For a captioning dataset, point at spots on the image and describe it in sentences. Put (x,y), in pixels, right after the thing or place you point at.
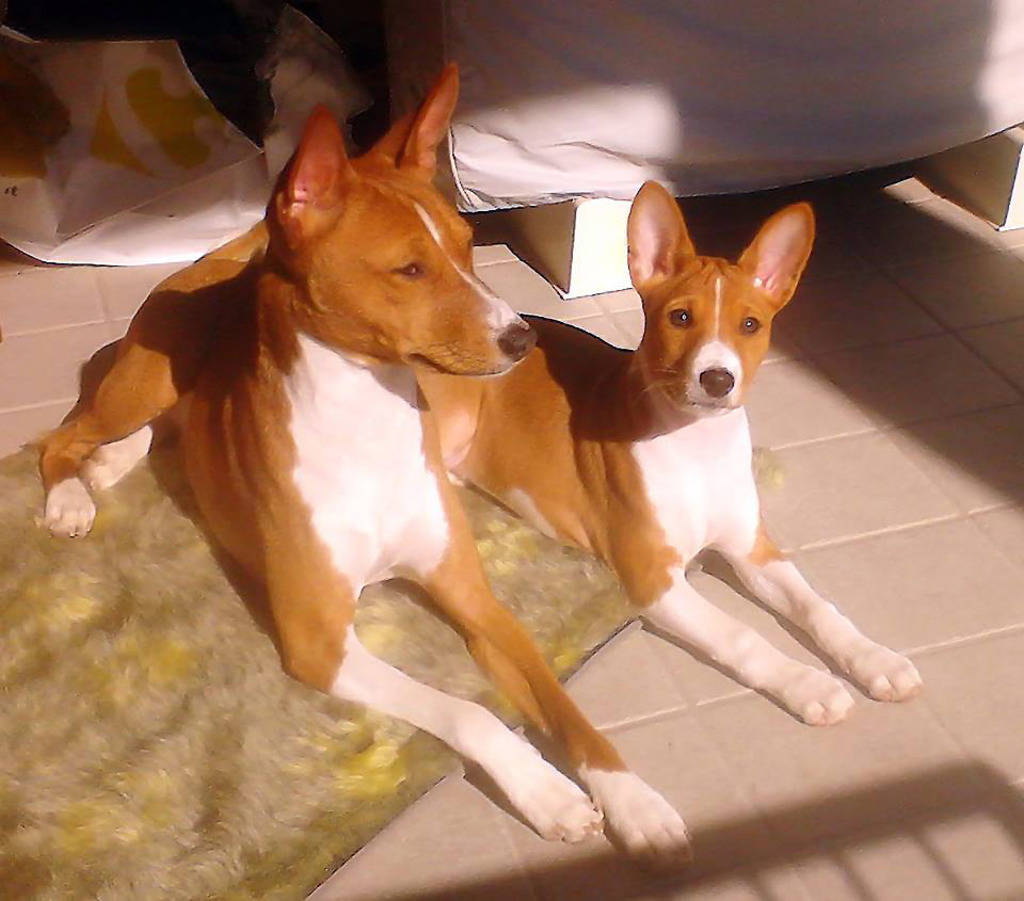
Here I can see two dogs (722,446). One is sitting on a mat (173,623) and another one is sitting on the floor (694,724). In the background (747,177), I can see a white color cloth (659,84).
